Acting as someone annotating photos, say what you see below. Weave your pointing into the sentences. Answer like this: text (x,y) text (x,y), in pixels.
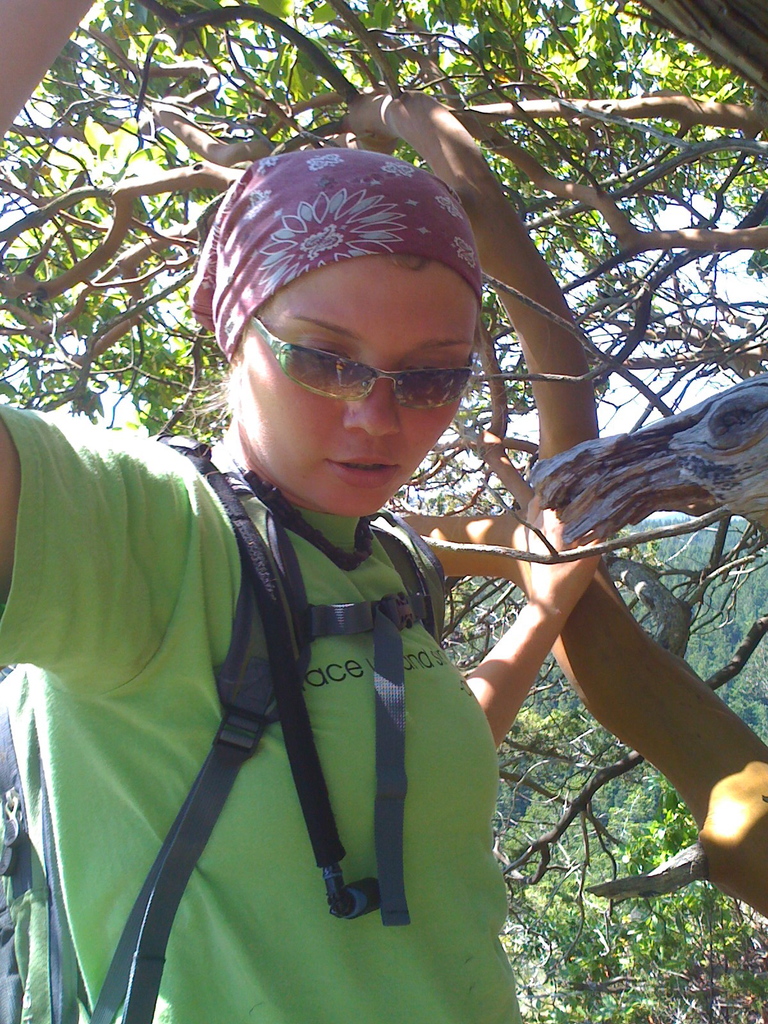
In the center (350,457) we can see one person (341,790) standing. And back there is a tree (650,673).
